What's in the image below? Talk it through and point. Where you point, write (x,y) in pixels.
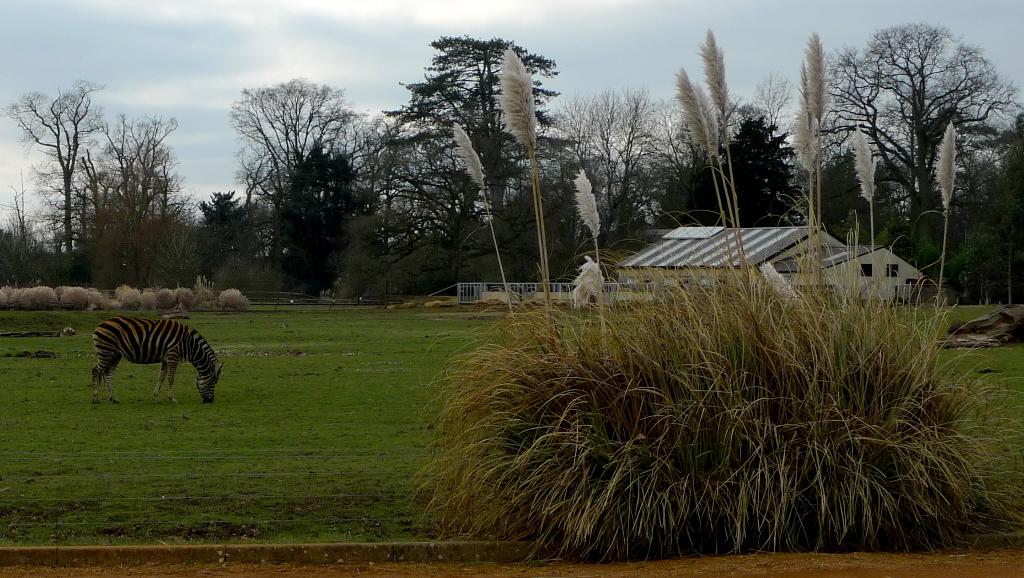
In this picture I can see a zebra (174,369) standing, there are plants (652,352), a house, iron grills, trees (655,209), and in the background (601,24) there is sky (805,24).
